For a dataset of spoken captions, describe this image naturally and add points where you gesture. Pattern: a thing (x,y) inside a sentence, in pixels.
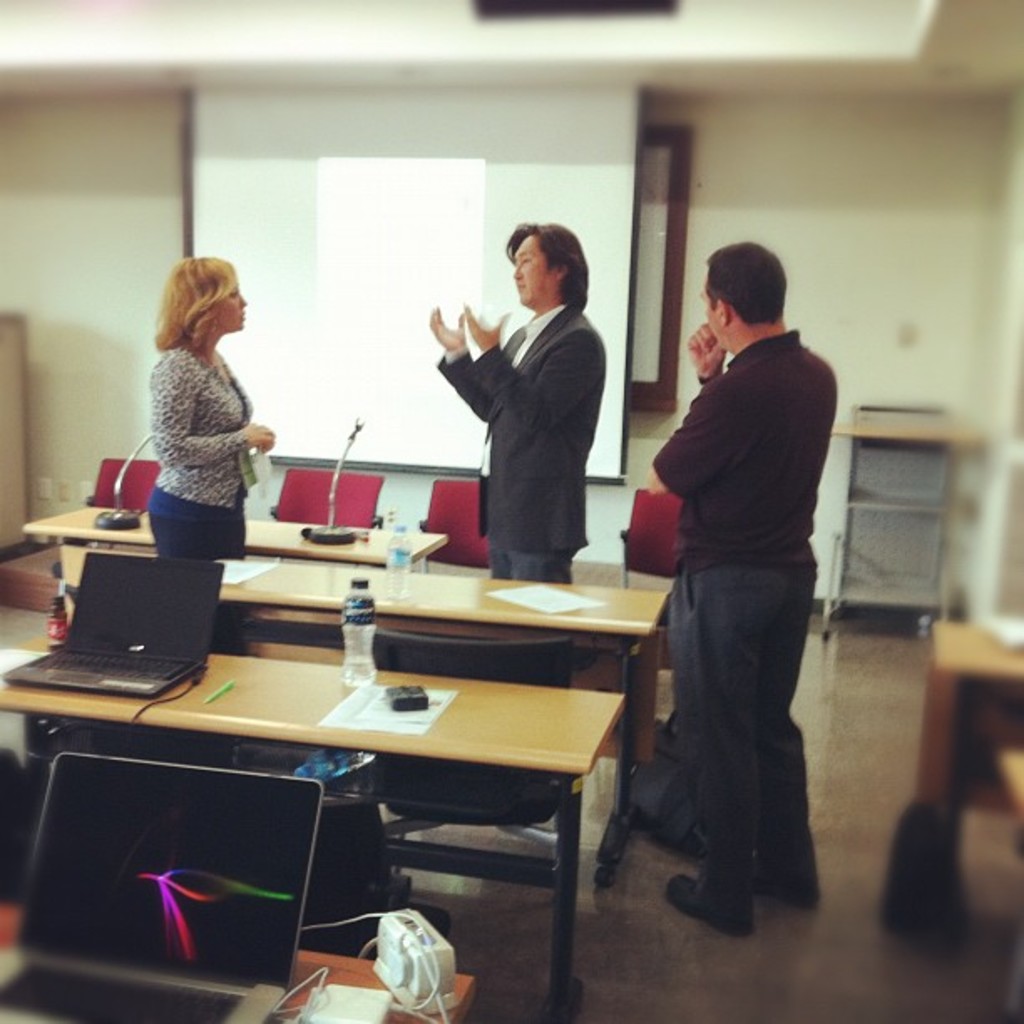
in a room (474,277) there are two men (735,551) and one woman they are talking to each other in that room (383,455) along with them there are many benches (620,705) and chairs (558,642) on the benches (263,666) there laptops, water bottles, cable wires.
